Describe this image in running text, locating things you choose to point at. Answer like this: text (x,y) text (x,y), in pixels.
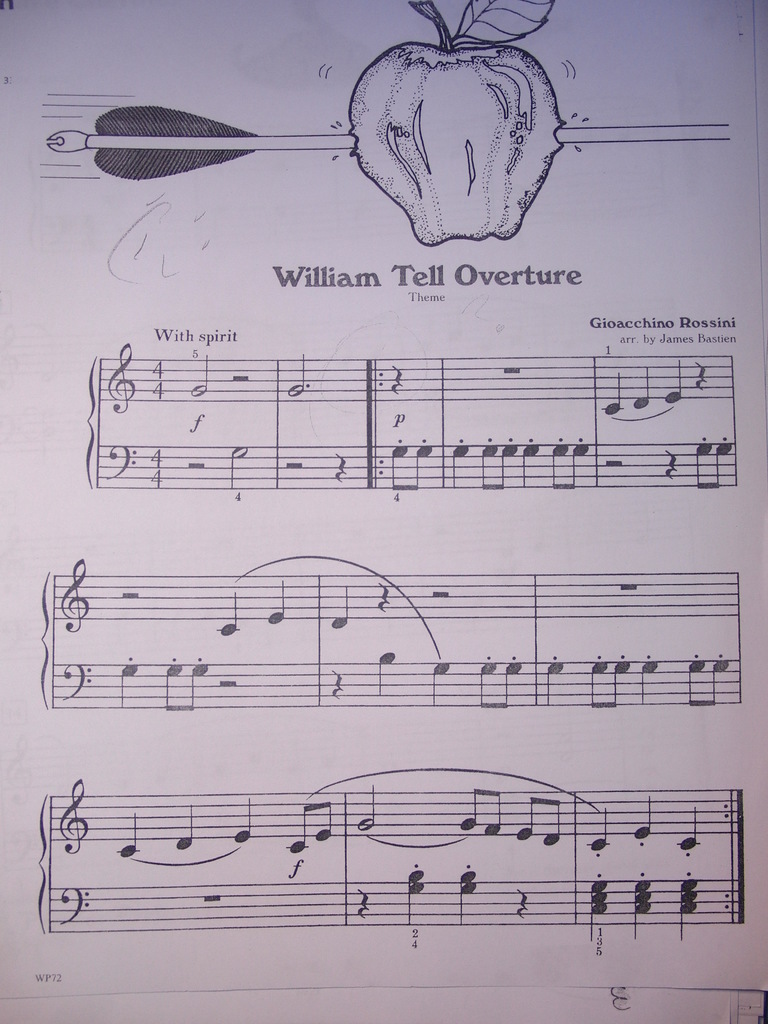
In the image we can see a paper (147,254), on the paper (229,306) there is a diagram (440,184) of an apple (426,128) and an arrow (133,156). This is a text (392,278) and music symbols (75,791).
